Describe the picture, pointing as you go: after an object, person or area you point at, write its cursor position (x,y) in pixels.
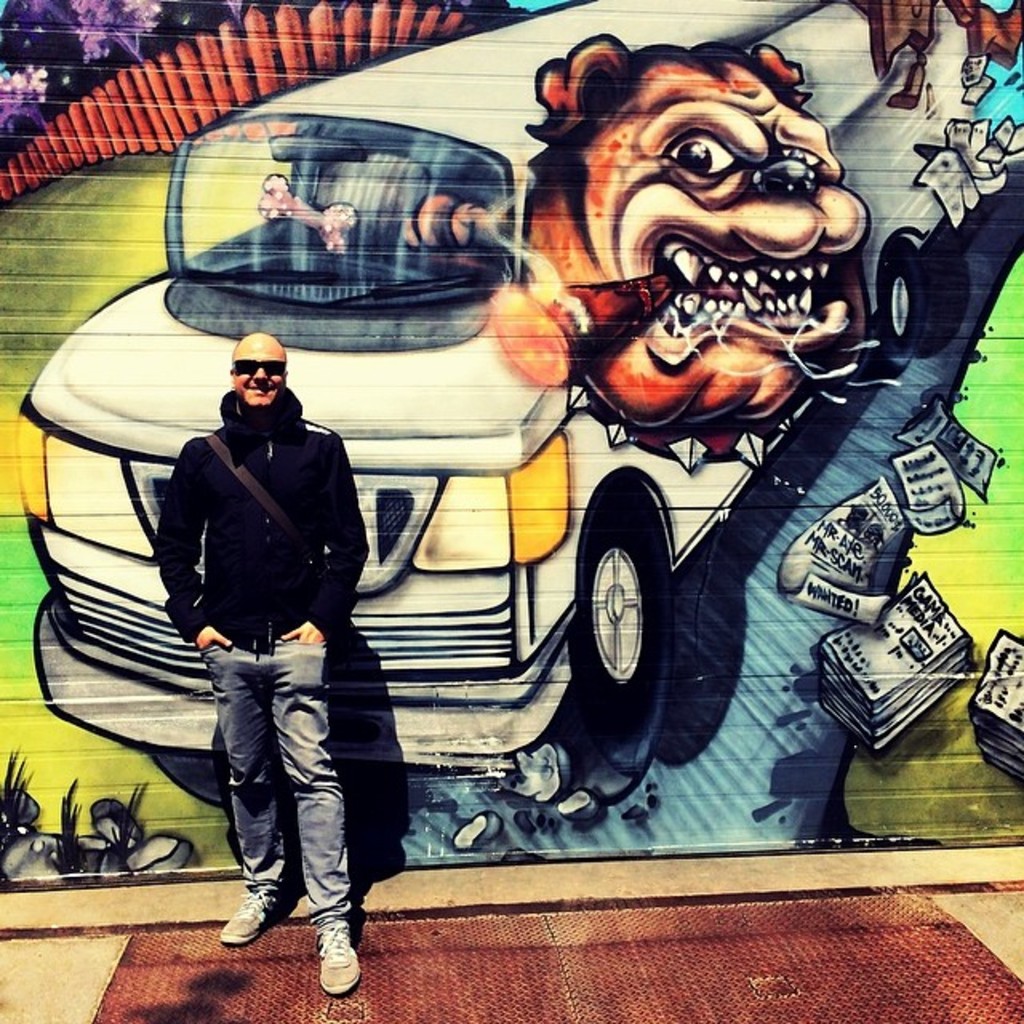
In this picture I can see there is a man (291,662) standing at the wall (367,634) and he is wearing a coat (254,553), spectacles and a bag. He is smiling and there is a wall (385,377) behind him, there is an image (422,393) of a truck (408,148) on the wall (680,348), there is a dog (743,302) riding the truck (372,316) and it is holding a cigar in its mouth (737,273) and there are few papers (1012,682) placed here and there is a tree (113,47), rock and a road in the image.
